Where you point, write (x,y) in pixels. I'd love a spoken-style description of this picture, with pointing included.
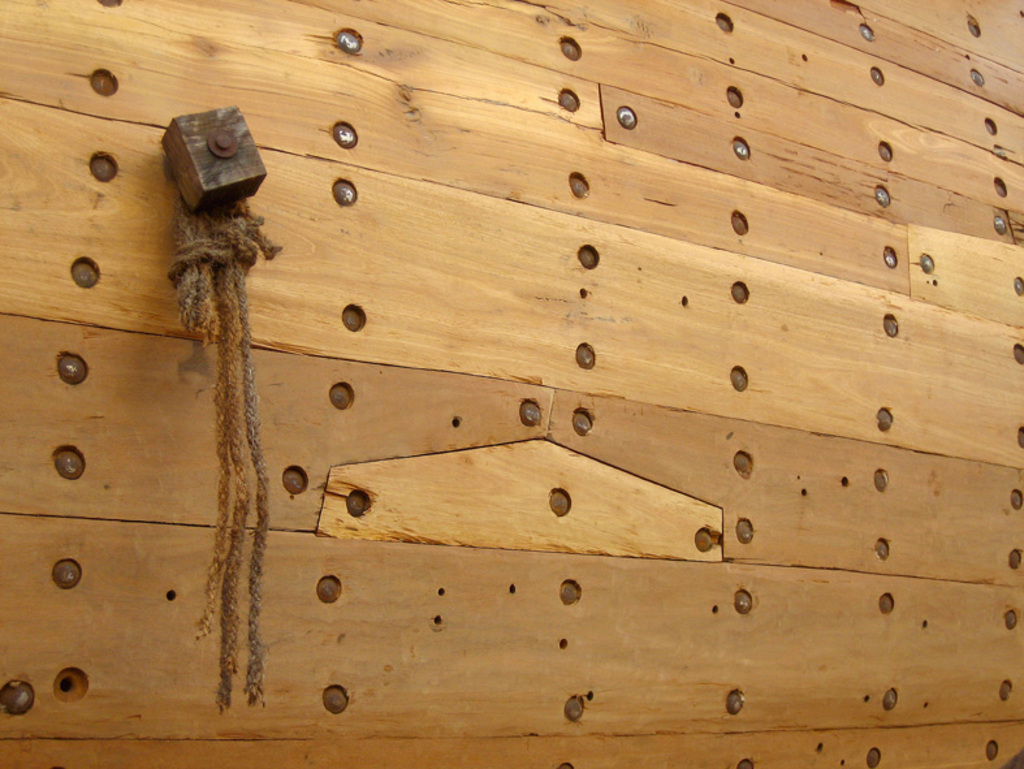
In this image there is a wooden board (777,262) on which there are small holes (76,684). In the holes (69,672) there are screws (77,362). At the top (193,140) there is a small wooden block (207,165) which is attached to the board (253,204). To the block (221,180) there are ropes (221,284).
